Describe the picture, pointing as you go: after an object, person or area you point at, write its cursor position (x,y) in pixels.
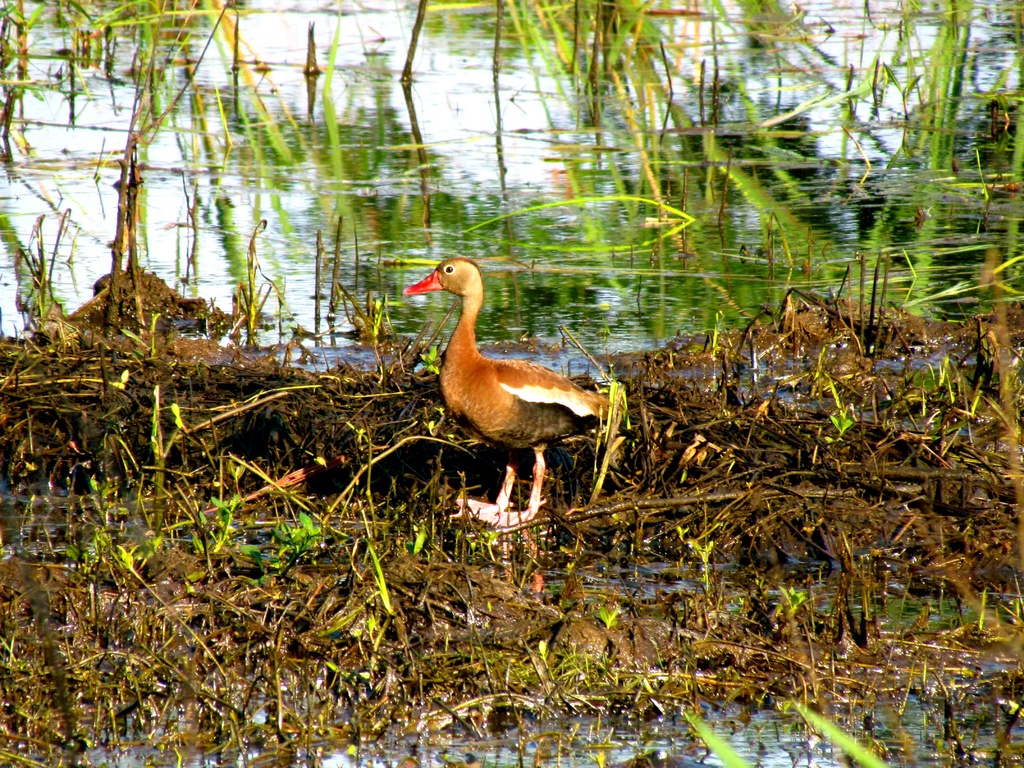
In this image we can see the bird (467,344) standing on the ground (444,463) and there are plants (548,38) in the water (334,244).
